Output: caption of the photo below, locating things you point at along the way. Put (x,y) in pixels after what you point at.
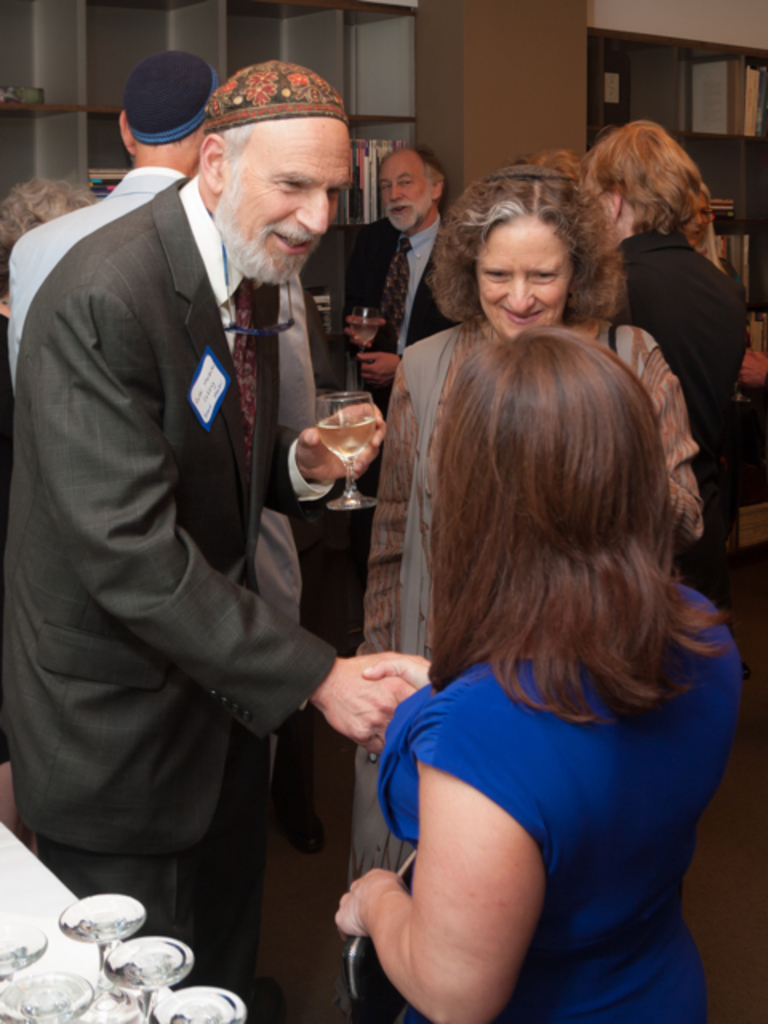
Here I can see few people (209,420) are standing on the floor (300,975). Two men (387,381) are holding wine glasses (343,401) in the hands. In the bottom left (56,984) there is a table (24,890) on which few glasses (76,980) are placed. In the background (509,76) there is a pillar (456,57) and few racks (679,68).
